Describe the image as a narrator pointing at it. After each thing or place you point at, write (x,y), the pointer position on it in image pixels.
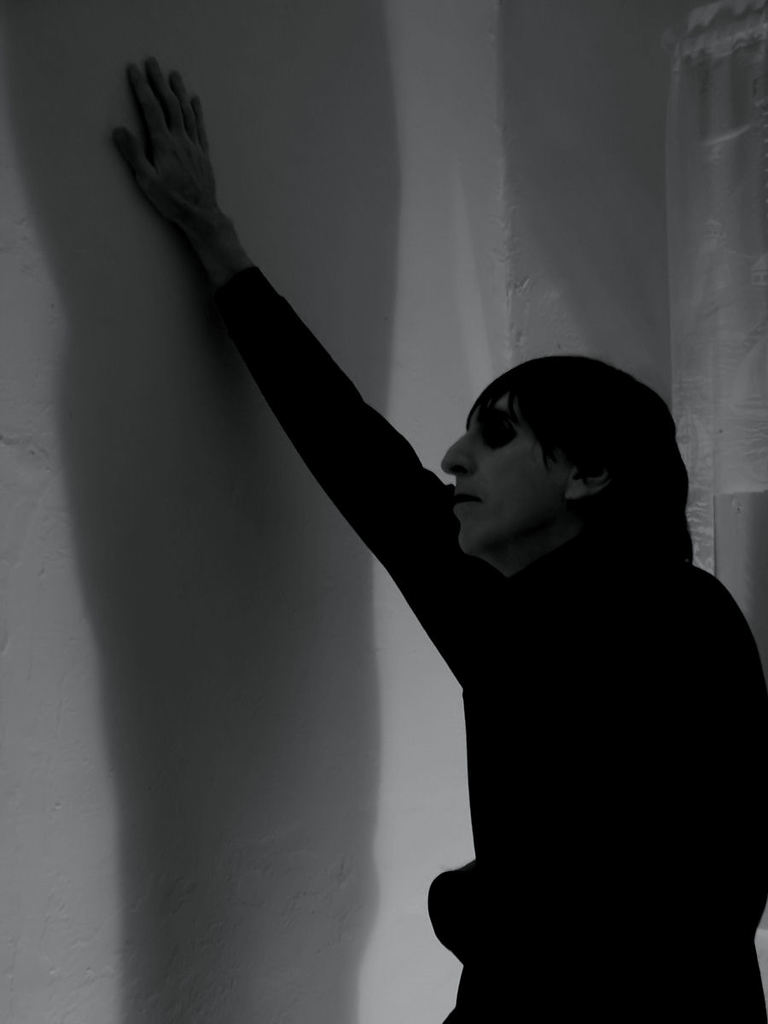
This picture shows a man (152,71) standing and we see his hand (159,85) on the wall (479,141).
